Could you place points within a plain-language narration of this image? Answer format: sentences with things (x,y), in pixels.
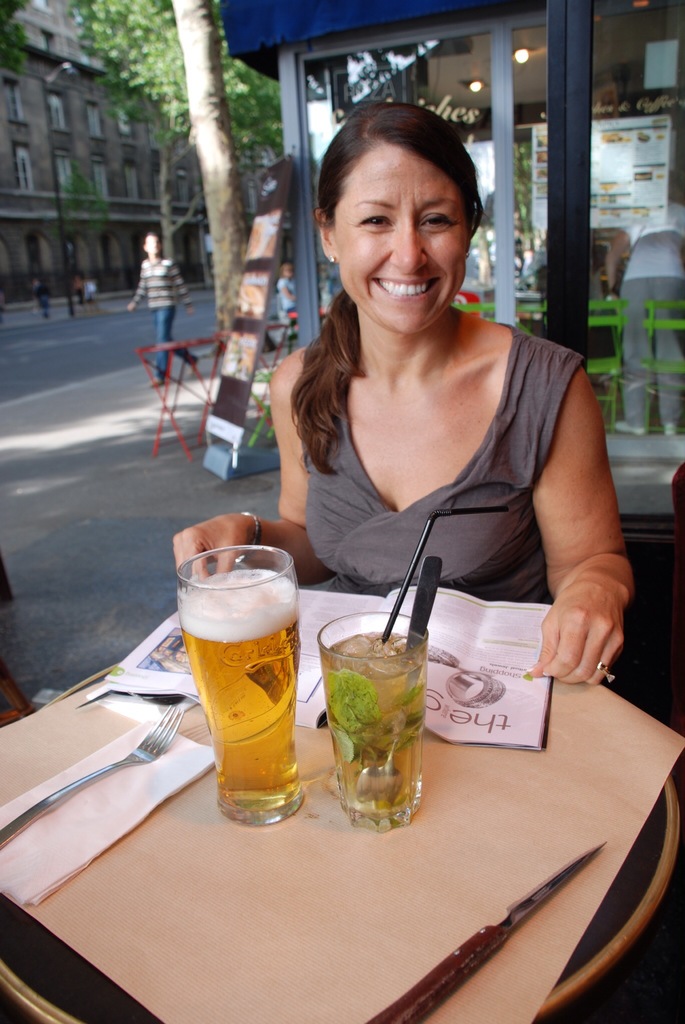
This picture is clicked in the city. Woman (578,451) sitting on chair (678,671) in front of table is laughing. On table (328,892) we see book (498,699), glass (400,721) containing liquid (330,697), spoon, fork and tissue paper (177,780) are placed. Behind her, we see a room (560,114) and on left (147,100) top of the picture (125,199), we see building (140,135) and tree (215,66).
